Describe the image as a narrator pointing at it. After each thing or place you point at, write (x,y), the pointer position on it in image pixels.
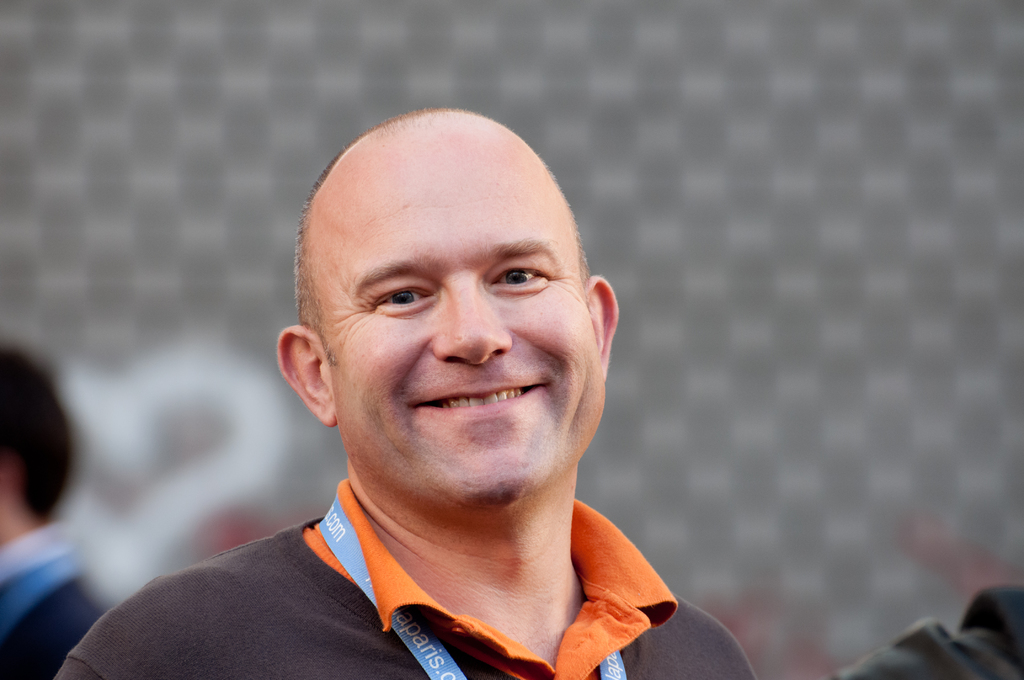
In the center of the image (464,397) a man (438,381) is smiling. On the left side of the image (27,625) we can see a person (25,512). On the right side of the image (983,657) we can see a person dress (954,637). In the background of the image (704,254) we can see a board (778,146).
